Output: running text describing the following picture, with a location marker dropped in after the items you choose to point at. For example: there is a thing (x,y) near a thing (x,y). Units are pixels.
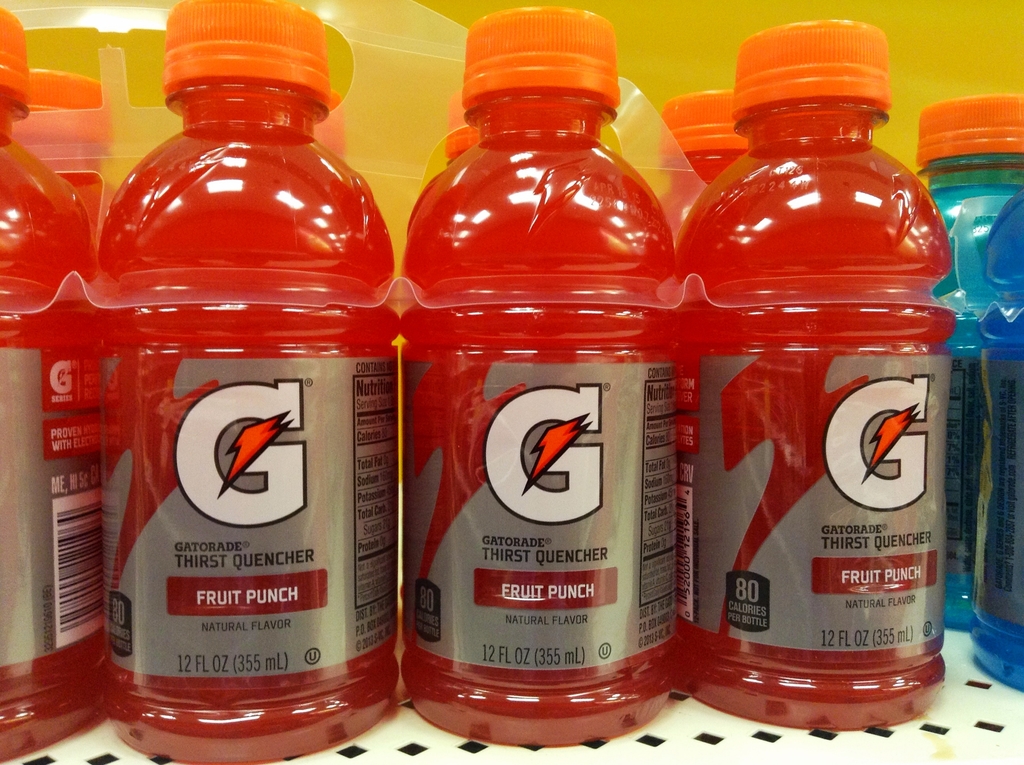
In the image we can see there are juice bottles (504,472) which are of red colour.
